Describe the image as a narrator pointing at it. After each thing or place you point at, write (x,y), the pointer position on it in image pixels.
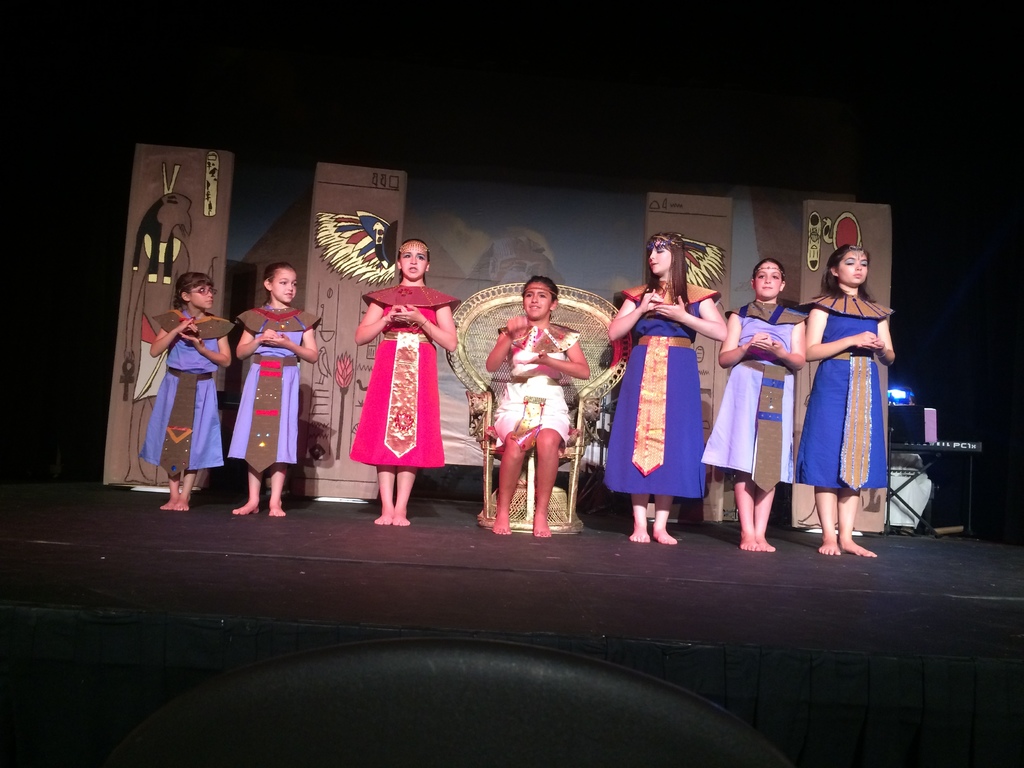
This picture is clicked inside. In center (535,408) there is a person (529,374) sitting on the chair (470,323). On the right (757,363) and on the left (271,334) we can see the group of people (683,363) standing on the ground (530,541). In the background (325,207) we can see the banners (334,193) on which the pictures (169,248) of some objects (340,257) are drawn and we can see some other objects (947,445).
